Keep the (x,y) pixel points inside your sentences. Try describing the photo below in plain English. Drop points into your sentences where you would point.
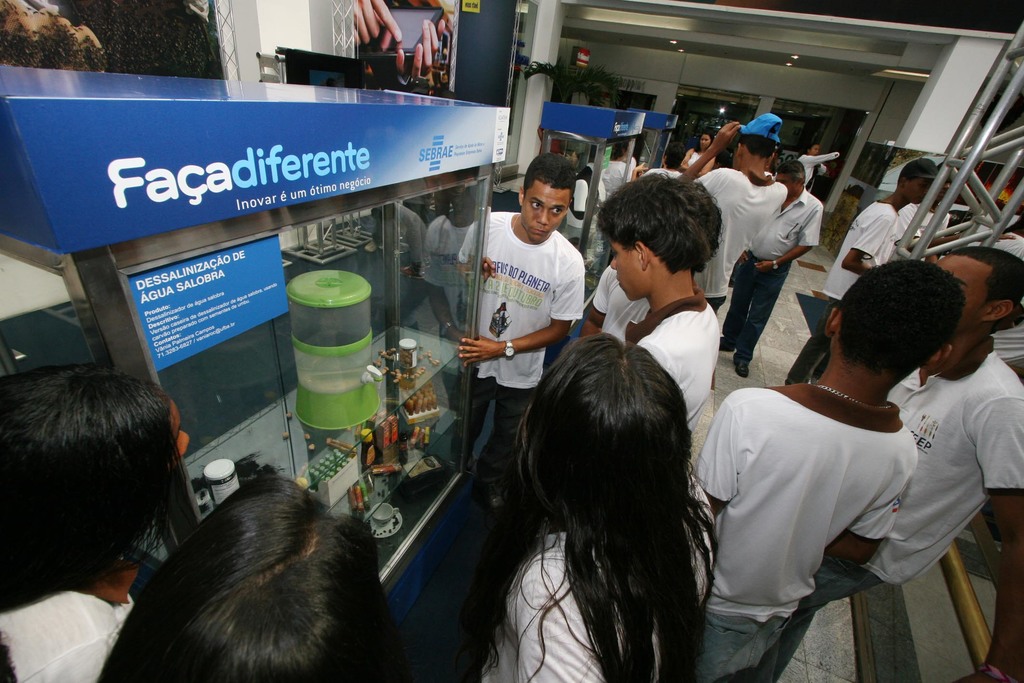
In this image there are a few people (718,279) standing and checking out a machine (421,290).
